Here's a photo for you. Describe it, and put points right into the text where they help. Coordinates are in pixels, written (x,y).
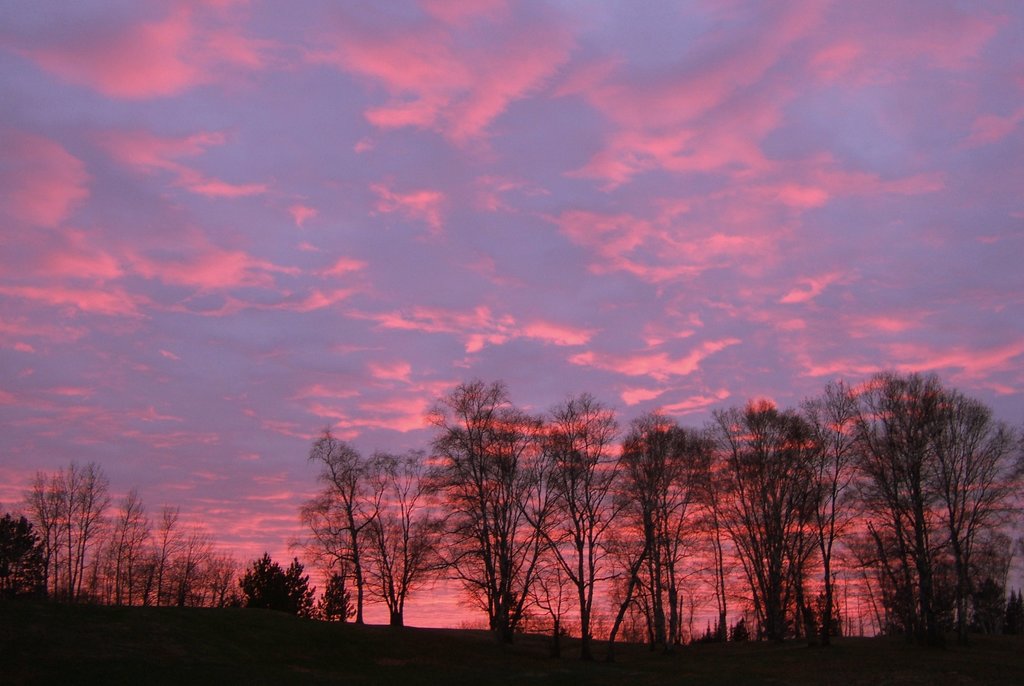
This part of the image is dark where we can see the trees (951,524). In the background (162,136), we can see the blue color sky (395,343) and pink color clouds (64,252).
